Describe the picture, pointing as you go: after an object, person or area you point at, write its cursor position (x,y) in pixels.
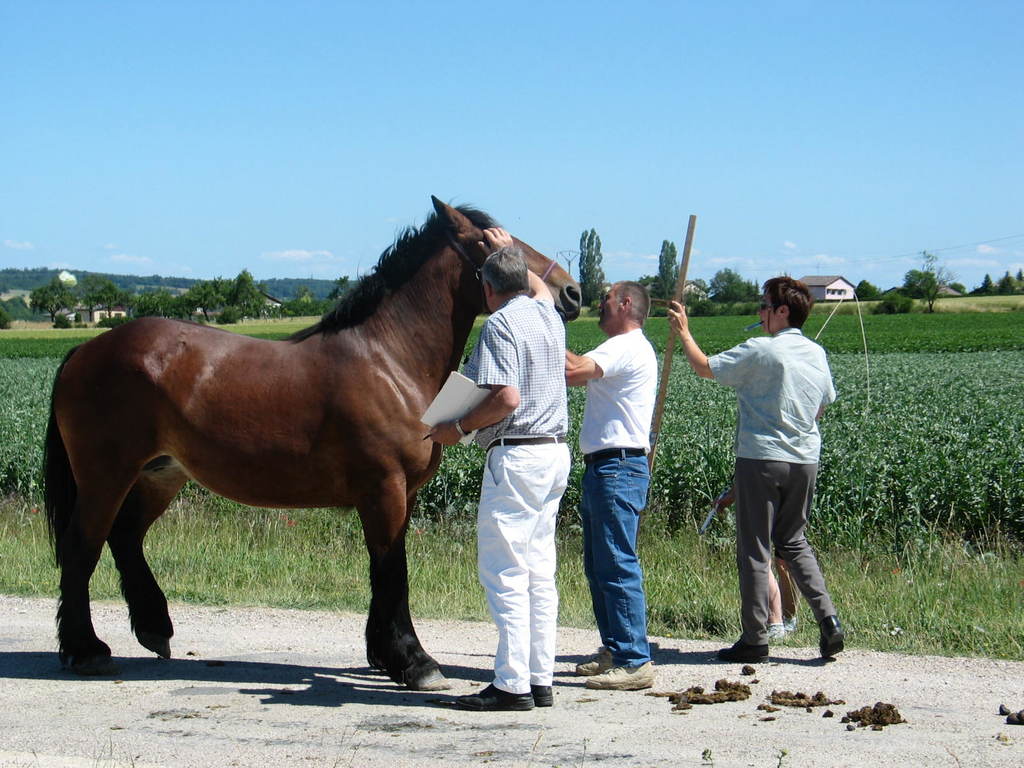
In this picture there are three men (749,388) who are standing. One man (472,368) who is standing is holding a paper (480,389). There is a horse (373,351). There is a grass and some plants (919,429) in the field (882,390). There are trees (239,306) at the background (812,279) and a house (839,279). Sky (825,262) is blue in color and cloudy.
